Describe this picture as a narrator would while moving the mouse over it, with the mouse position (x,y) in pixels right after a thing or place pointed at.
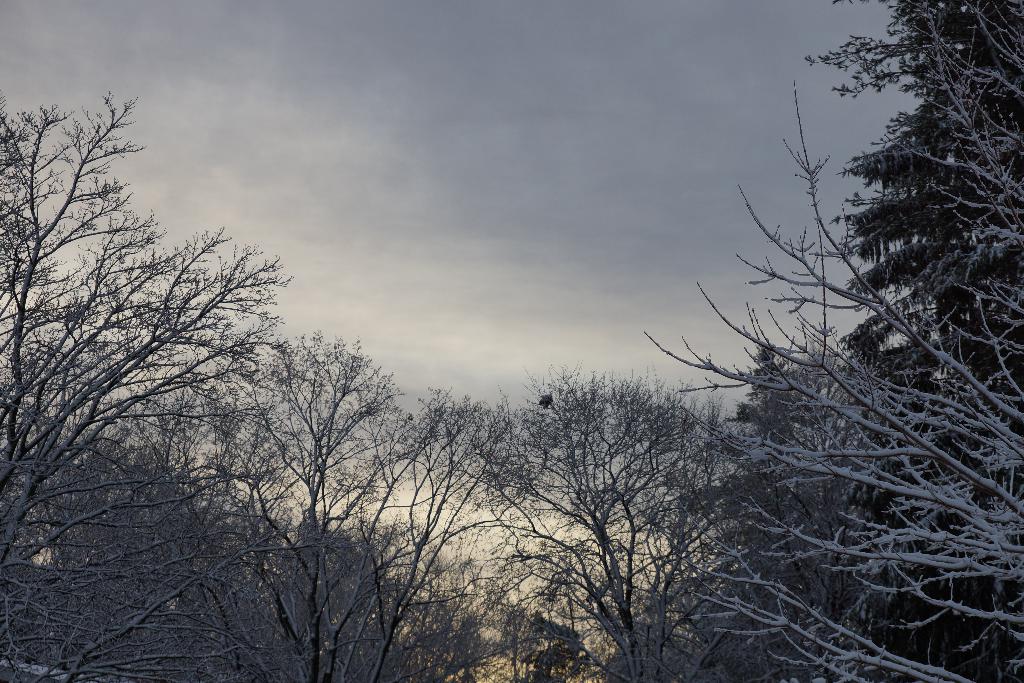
In the center of the image (627,380) there are trees (645,453). In the background (469,485) we can see sky (440,157).
